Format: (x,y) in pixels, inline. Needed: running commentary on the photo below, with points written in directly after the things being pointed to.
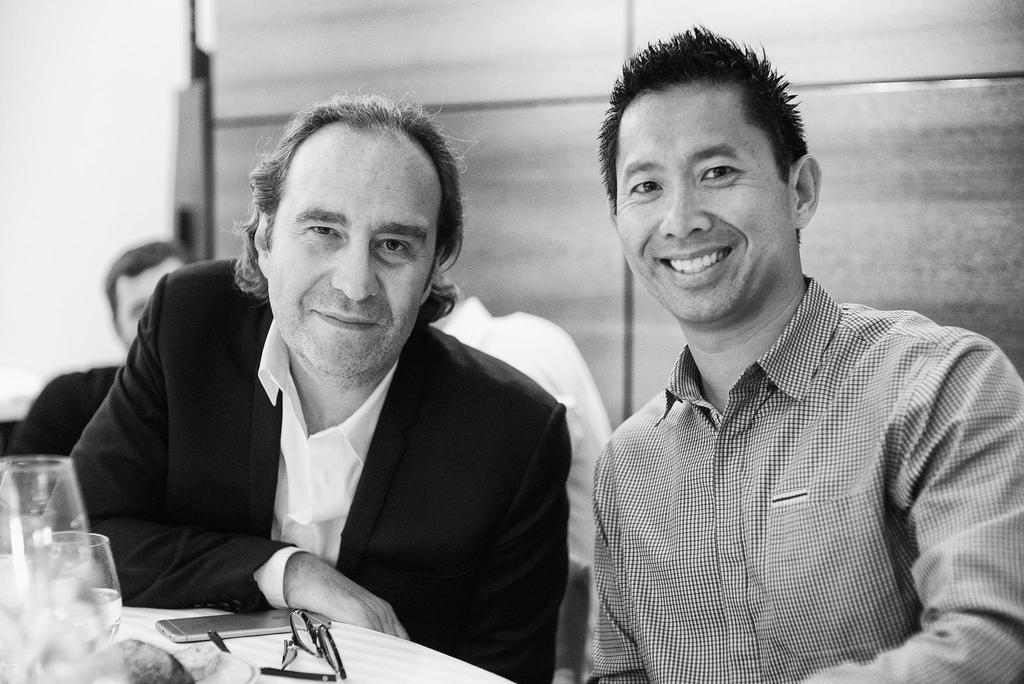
In this image we can see a black and white picture of a group of people (332,394). One person (545,453) is wearing a coat (545,453). In the foreground (353,634) we can see mobile (277,628), spectacles (316,634), glasses (101,641) and plate (231,676) placed on the table (379,679). In the background (857,86), we can see the wall (255,82).
